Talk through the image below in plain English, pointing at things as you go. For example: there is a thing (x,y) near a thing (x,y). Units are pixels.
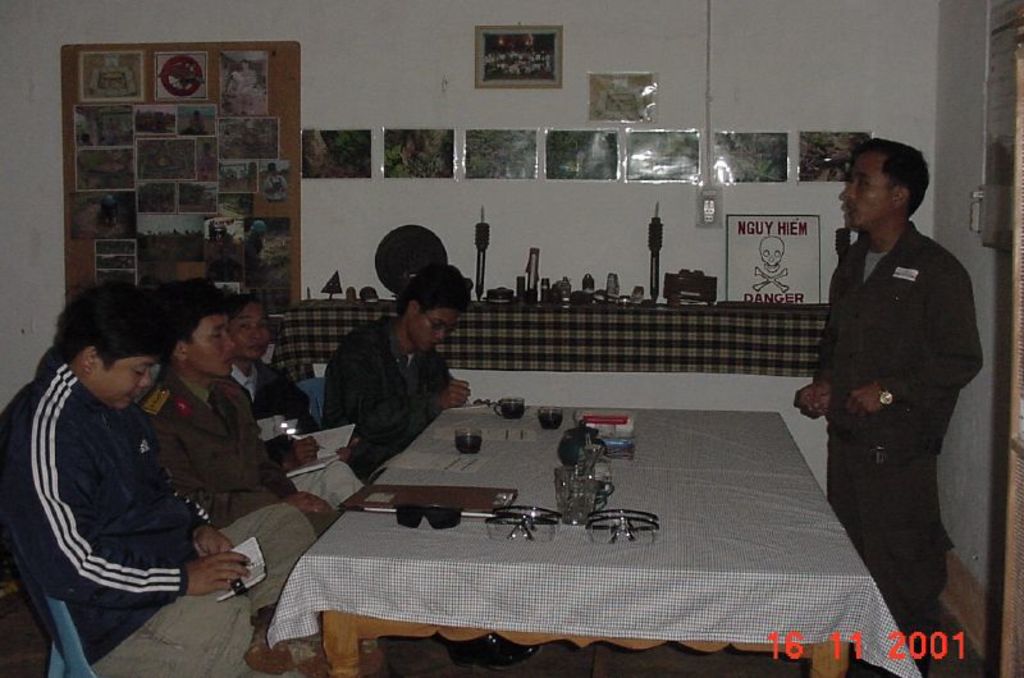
In the left side (184,497) we can see four persons (328,408) were sitting on the chair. On the right side (869,346) we can see man (879,356) standing, between them we can see the table (500,465), on table (665,465) we can see some objects (633,454). Coming to the background (779,116) we can see the wall (826,108) and photographs (559,142) and some more objects (749,223) around them.
